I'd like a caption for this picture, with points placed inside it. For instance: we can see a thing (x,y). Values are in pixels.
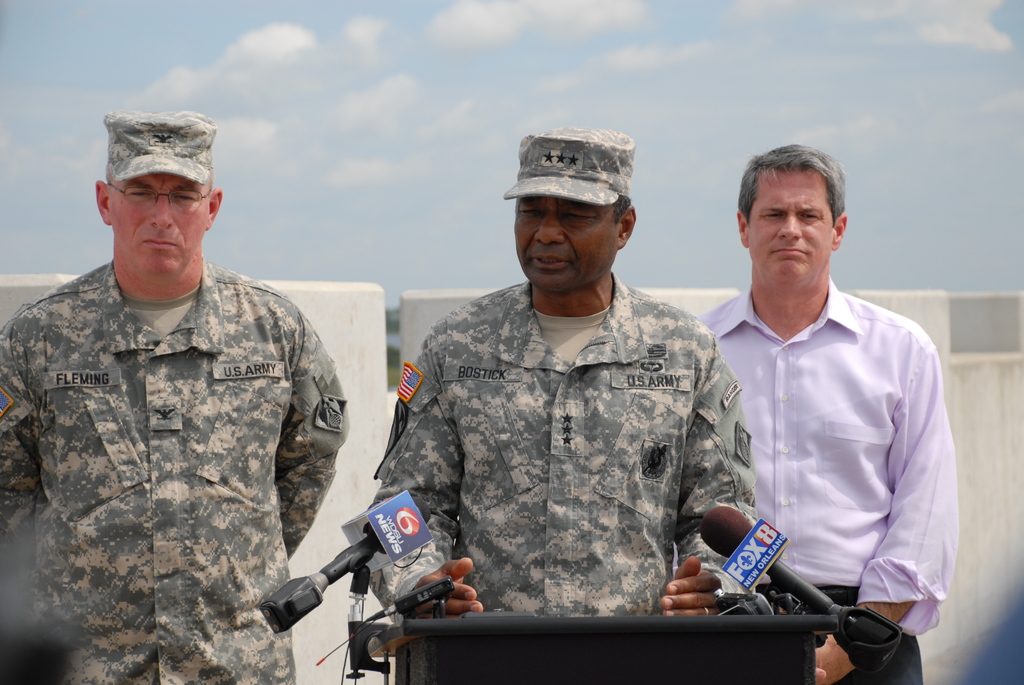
In the image there is a man (578,362) speaking something, in front of the man (637,590) there is a table (640,625) and there are two mics (791,579) attached to that table (603,618), there are two other people (196,404) around the man (514,393), behind them there is a wall (344,300).
